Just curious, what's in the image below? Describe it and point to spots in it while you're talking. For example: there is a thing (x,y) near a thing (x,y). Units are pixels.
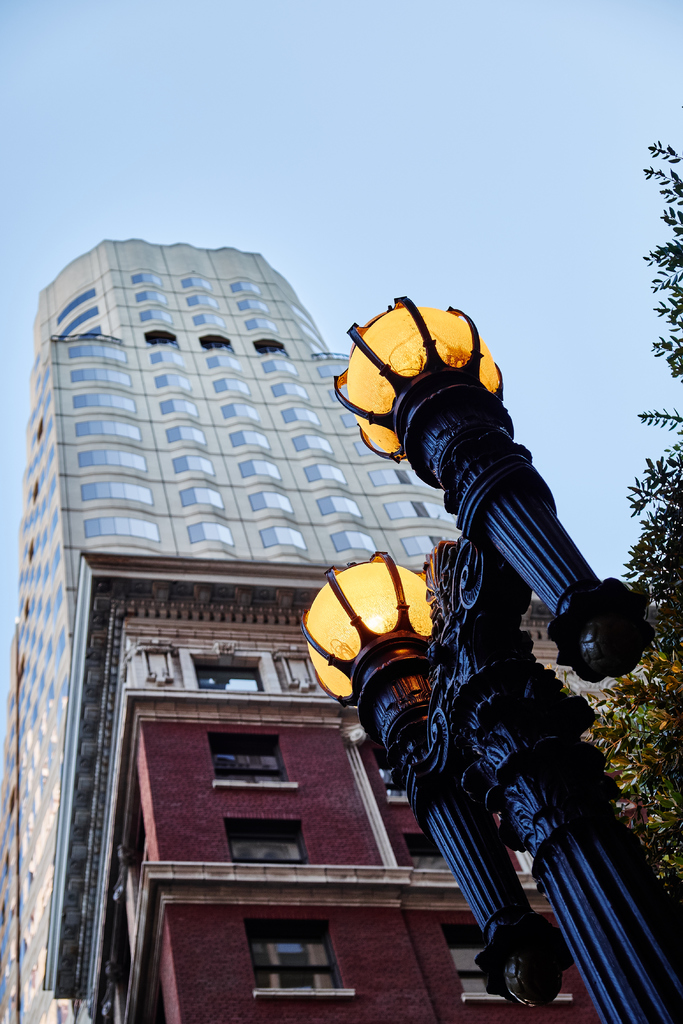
In this picture we can see skyscraper (136,399) and building (329,869). At the bottom right (507,972) there is a street light (460,677). On the right (679,777) we can see trees (675,580). At the top (254,83) we can see sky (354,59).
